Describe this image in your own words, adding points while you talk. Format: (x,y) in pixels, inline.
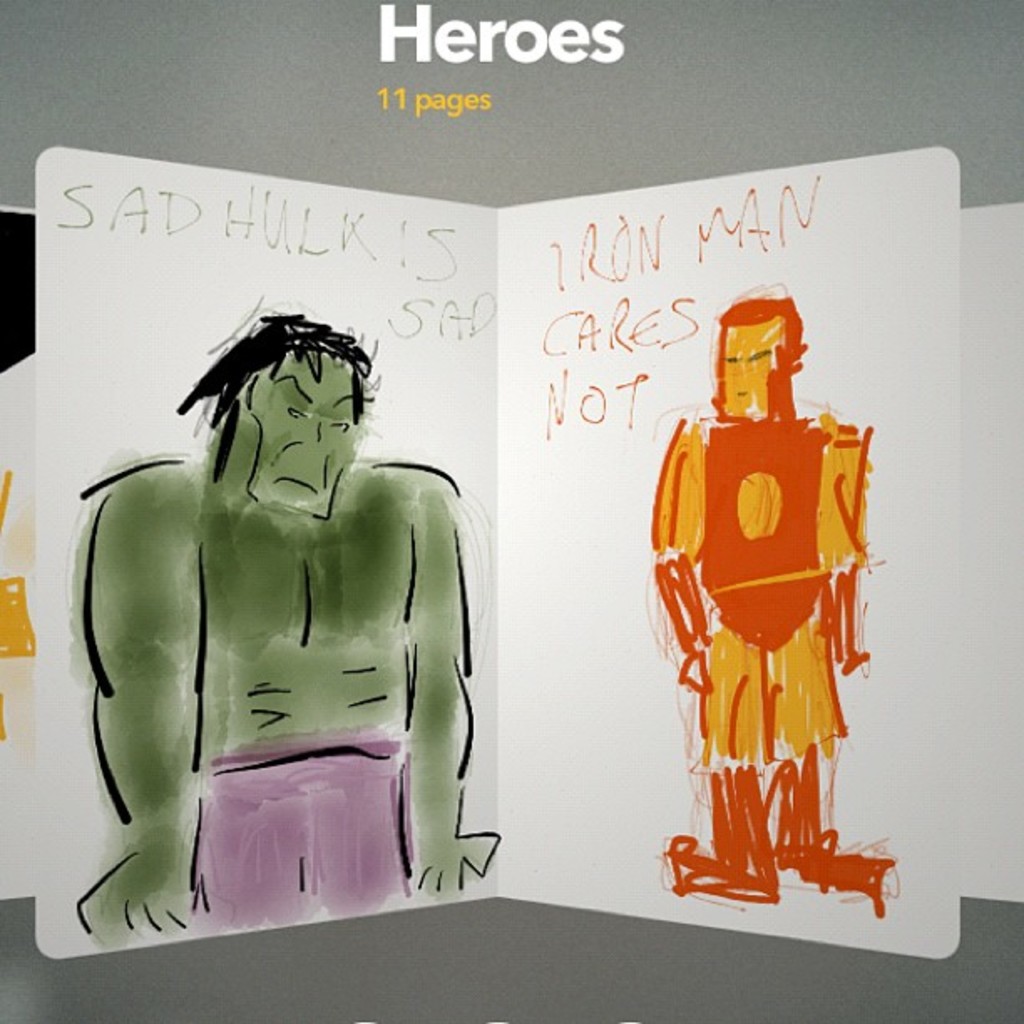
In this picture we can see painting (320,650) of a hulk (320,650) and an iron man (711,556), there is some text (558,53) here.
